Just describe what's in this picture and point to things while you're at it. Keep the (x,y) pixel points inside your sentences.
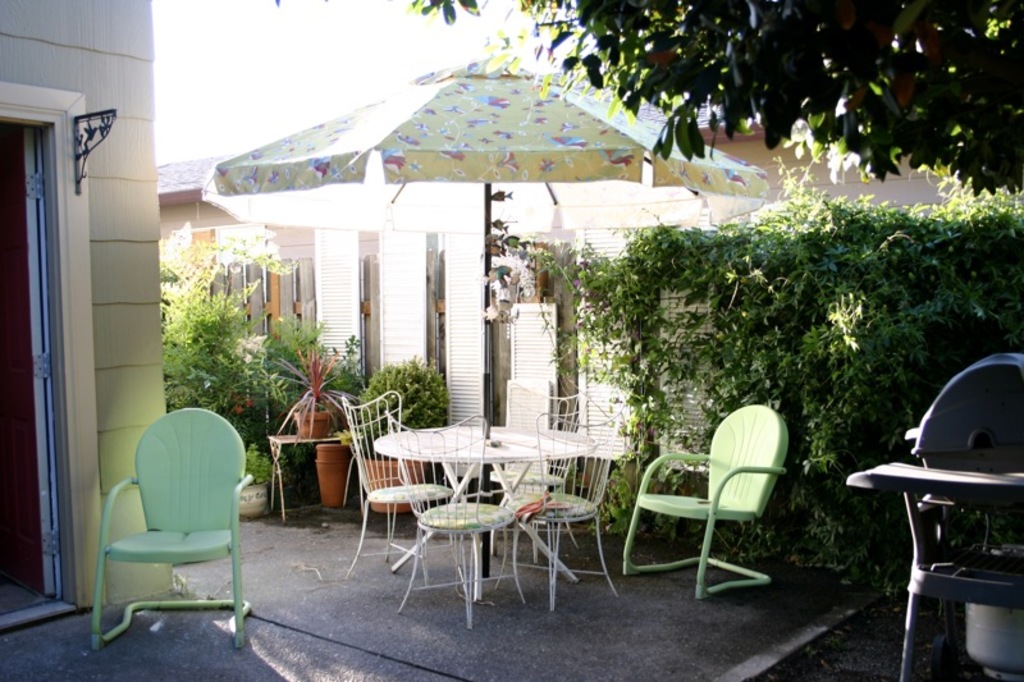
In this picture, we see the chairs (184,546) and the table (468,478). On the right side (1022,556), we see a machinery equipment (983,499) in black color. Beside that, we see the trees (836,323). Beside that, we see the white planks (526,335) and behind that, we see the wooden fence (365,337). Beside that, we see the plants (316,377) and the flowerpots (343,450). In the background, we see a building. At the top (441,202), we see an umbrella tent (467,133) in yellow color. On the left side (96,163), we see a building (64,331) and a door (47,372).
